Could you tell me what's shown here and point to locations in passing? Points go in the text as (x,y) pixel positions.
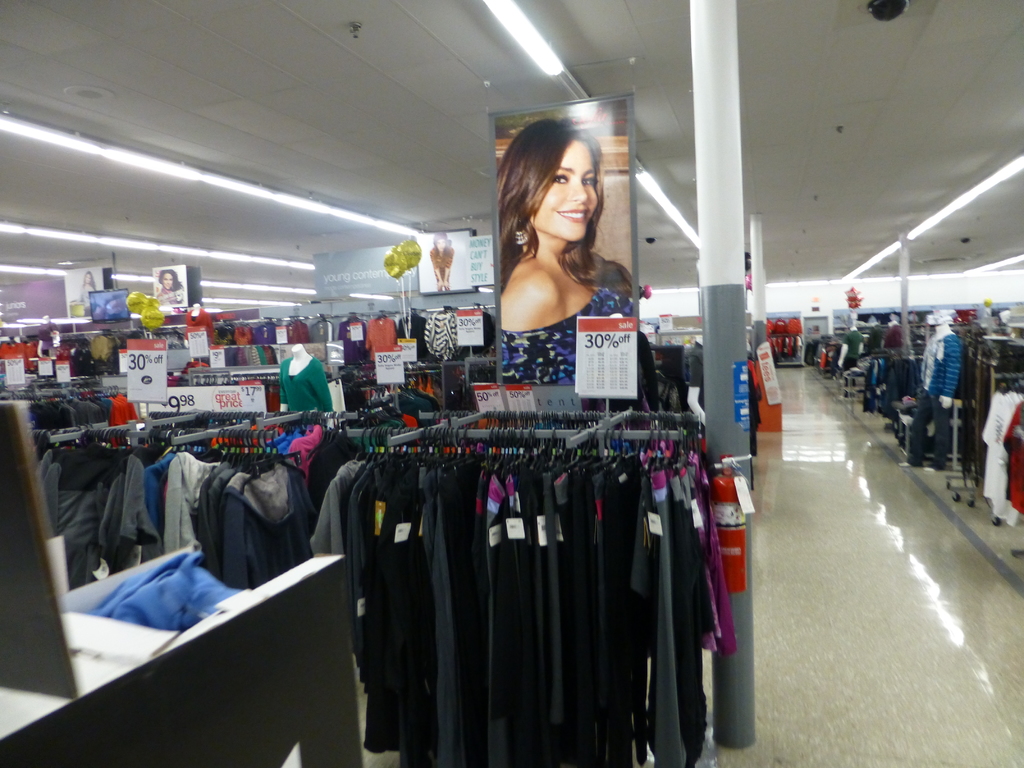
In this image we can see clothes (584,504) are hanging from the hangers (612,453) and there are poles (715,418) in the middle of this image (678,412). We can see posters (584,261) and lights (207,286).
